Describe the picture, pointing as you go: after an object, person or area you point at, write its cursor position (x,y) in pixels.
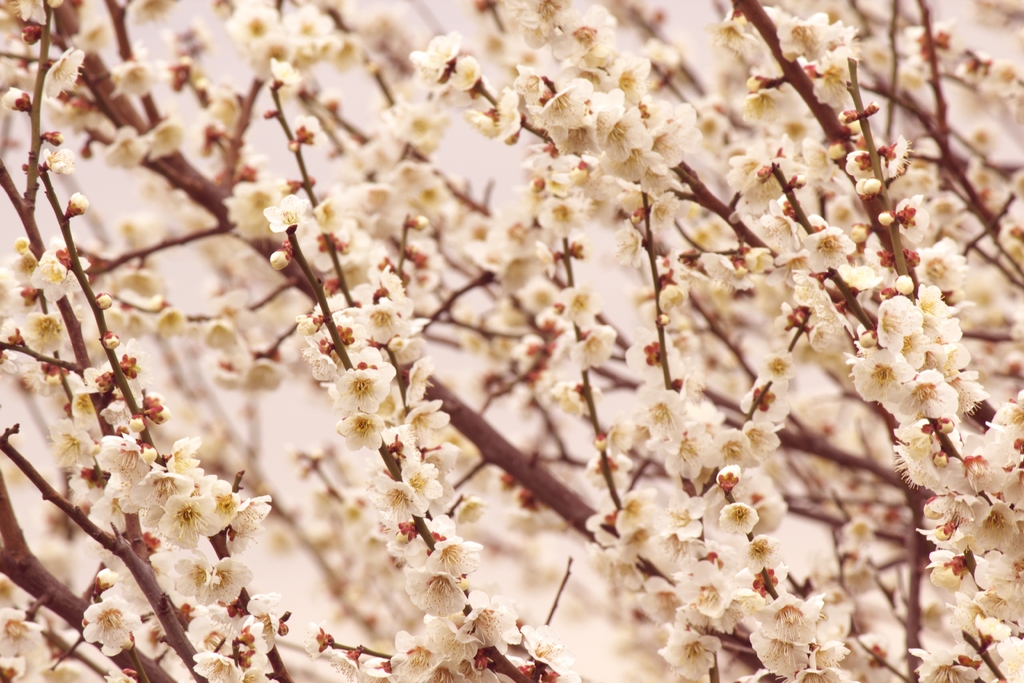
In this image we can see some flowers (188,509) which are of white and yellow color.
